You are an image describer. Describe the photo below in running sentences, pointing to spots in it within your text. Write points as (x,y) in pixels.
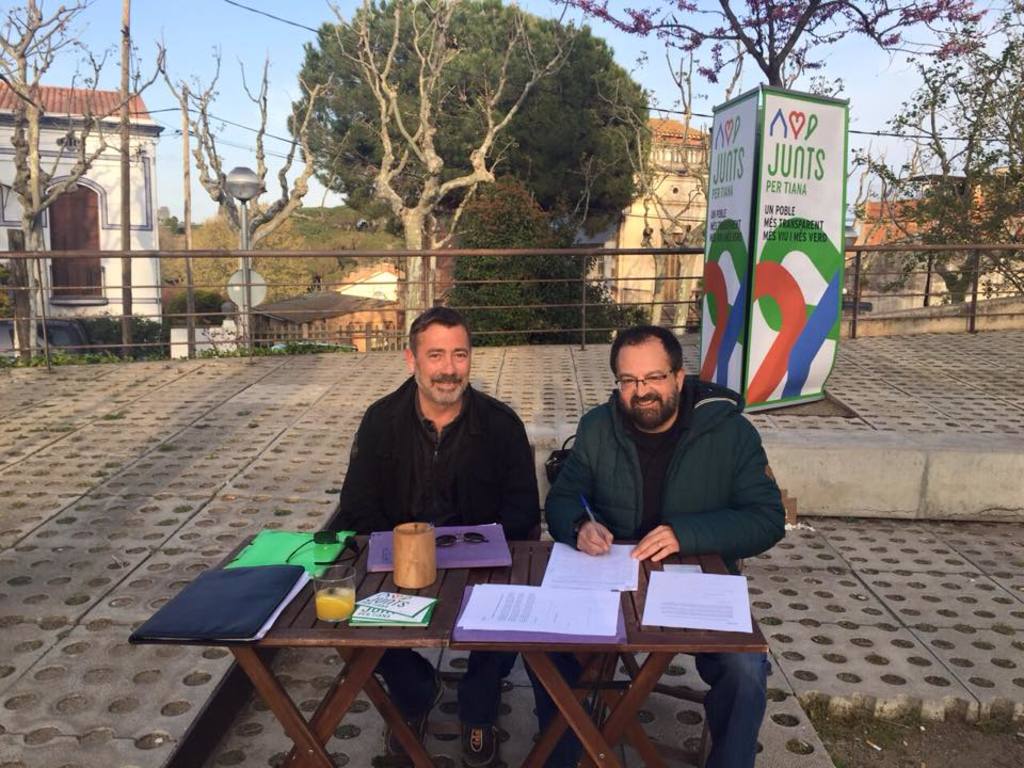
This picture shows two man (514,467) in front of desk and writing this man (632,487) is writing something, there are some of the files (581,585) here, in the background (472,152) we can see tree (519,168) and one building (674,205), here is some hoarding type thing (752,225), where we can see grass (106,355).
